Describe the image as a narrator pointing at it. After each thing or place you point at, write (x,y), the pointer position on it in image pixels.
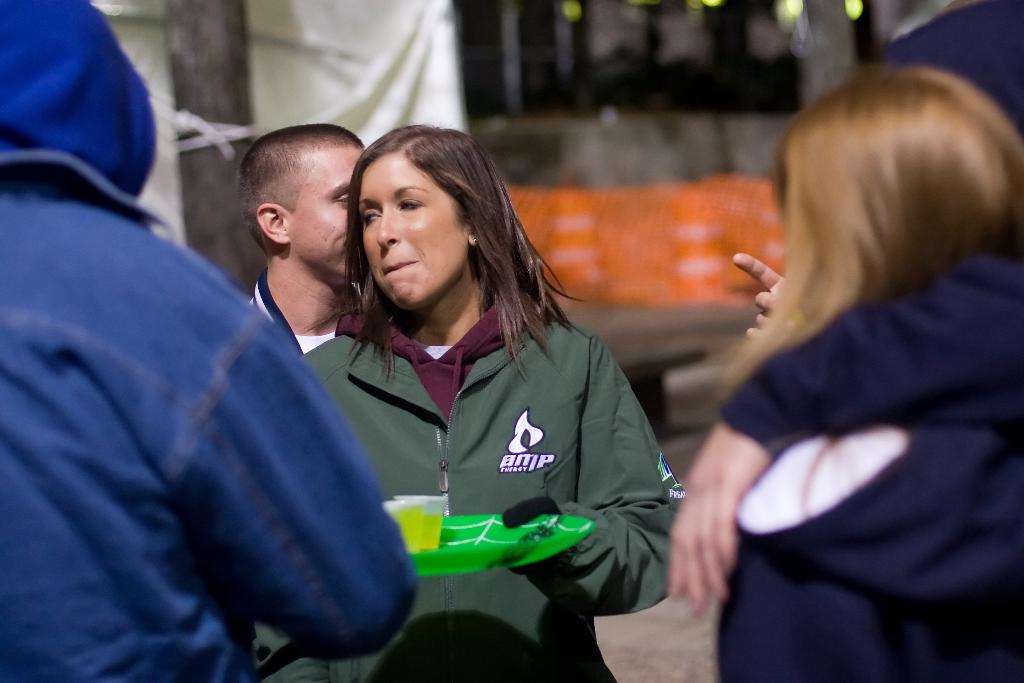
In this image I can see group of people (644,586) standing. In front (491,437) the person (548,460) is wearing green color jacket (409,475) and holding the plate (555,544) and I can see the blurred background (633,31).
